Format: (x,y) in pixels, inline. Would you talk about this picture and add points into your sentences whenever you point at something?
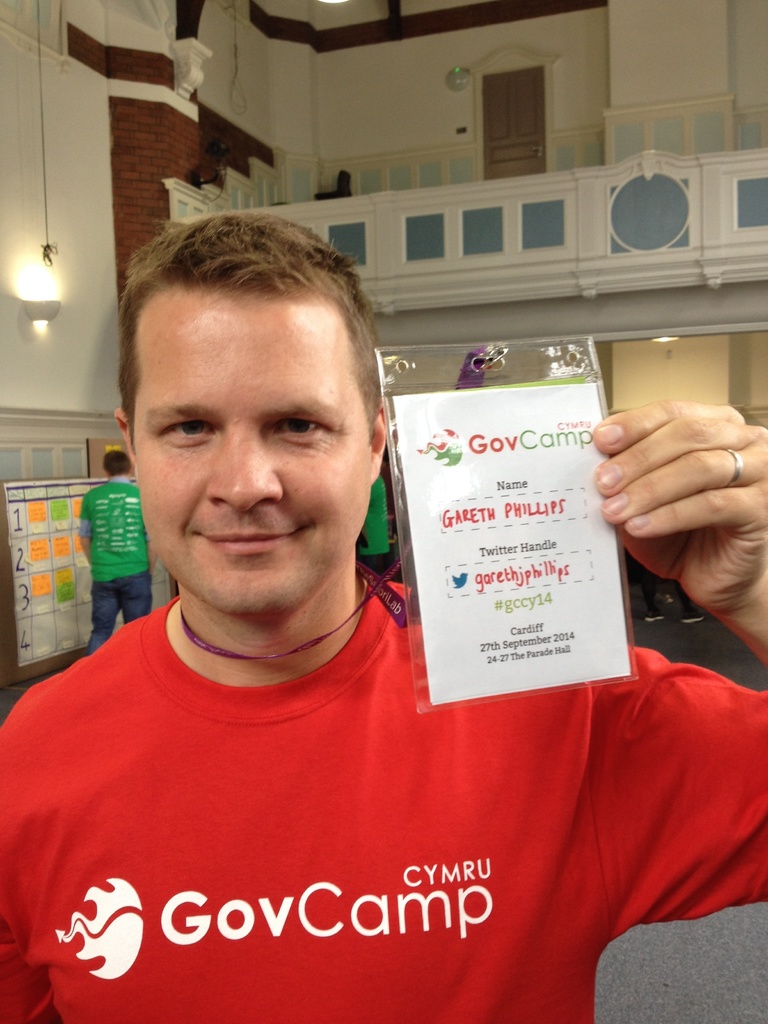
Here we can see a man (311,312) holding a card (582,625) with his hand (700,423). This is floor (687,972). In the background (69,530) we can see lights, door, wall (41,454), board (71,517), and a person (120,483).
